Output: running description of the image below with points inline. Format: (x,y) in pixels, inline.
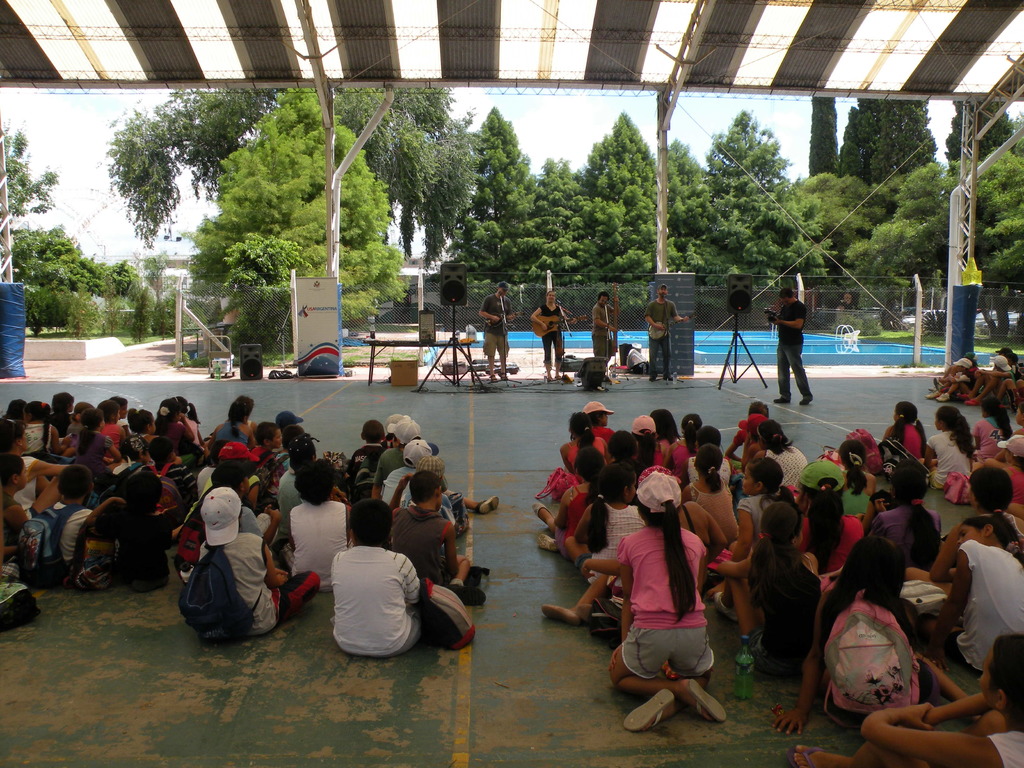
Here in this picture in the front (512,506) we can see number of people (376,526) sitting on the floor (491,584) and in front of them we can see a group of people (546,352) standing and playing musical instruments (496,322) and we can also see speakers (605,371) present and at the top (133,15) we can see a tent (326,9) present and on the right side (796,308) we can see a person (792,324) recording everything with a video camera (778,317) in his hand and in the far we can see plants (591,304) and trees (476,277) present and we can also see a fencing (546,289) present and we can see the sky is clear.
